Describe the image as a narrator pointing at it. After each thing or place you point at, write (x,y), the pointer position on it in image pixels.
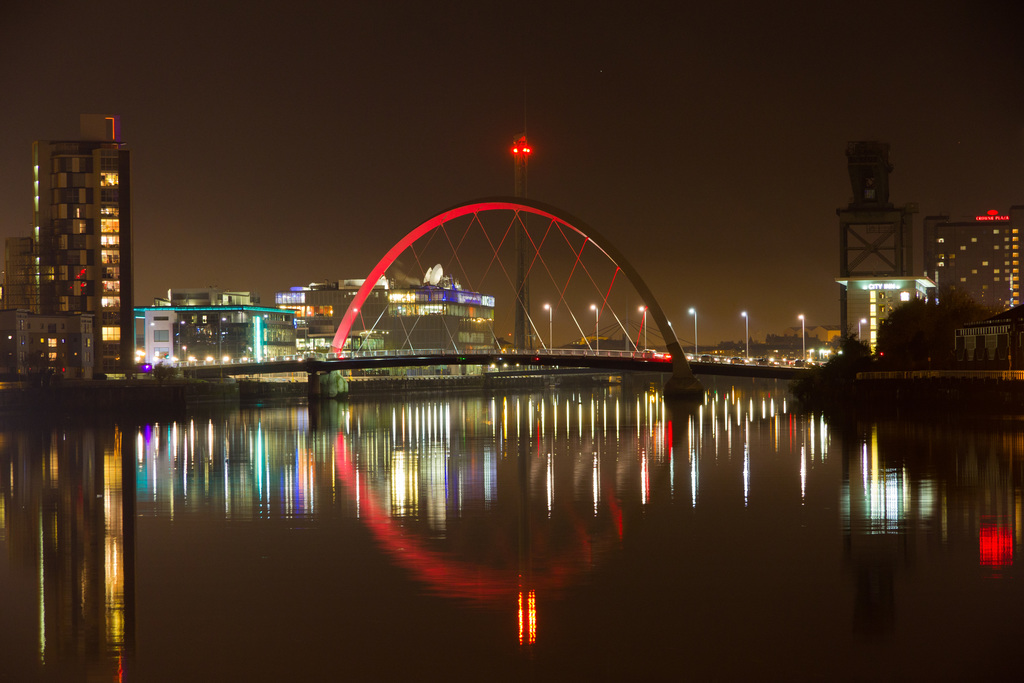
There is water surface (582,461) in the foreground area of the image (489,425), there are buildings (442,288), it seems an arch (427,223), poles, light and the sky (622,226) in the background (566,270).
